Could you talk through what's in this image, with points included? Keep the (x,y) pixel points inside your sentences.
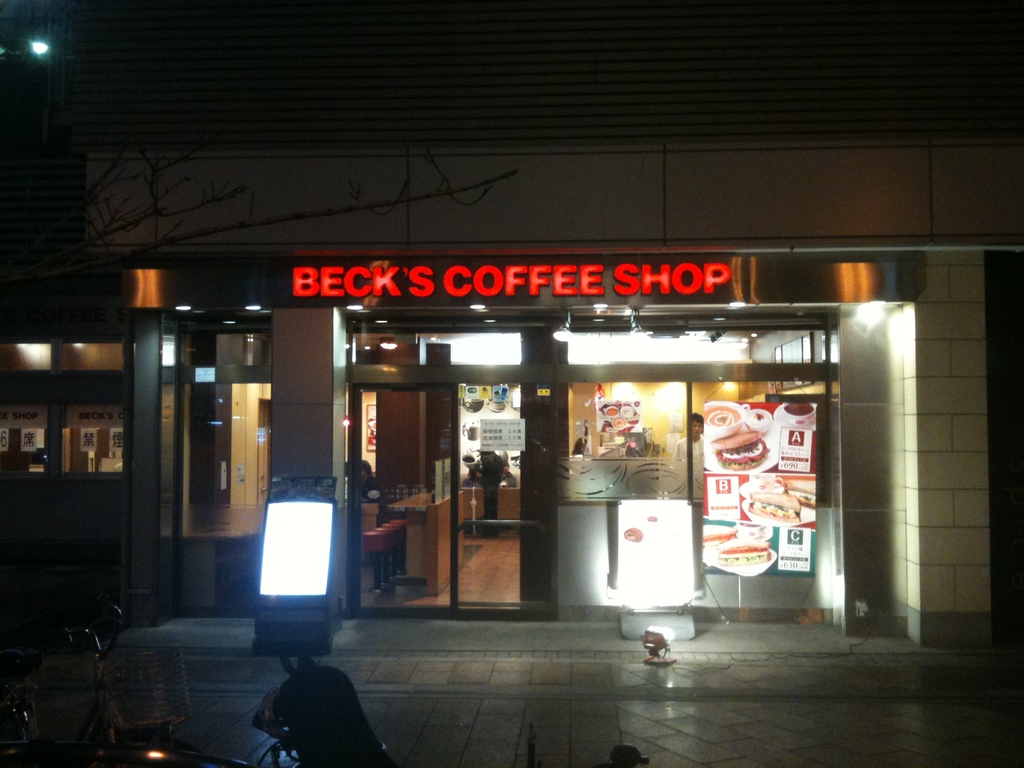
In this picture we can see a bicycle (130,700) and a light (286,527) on the path (246,678). We can see a text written on a board (162,302). There is a coffee shop (543,579). In this shop (406,518), we can see a few people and some lights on top. There are few things (768,404) visible in the coffee shop (416,593).
